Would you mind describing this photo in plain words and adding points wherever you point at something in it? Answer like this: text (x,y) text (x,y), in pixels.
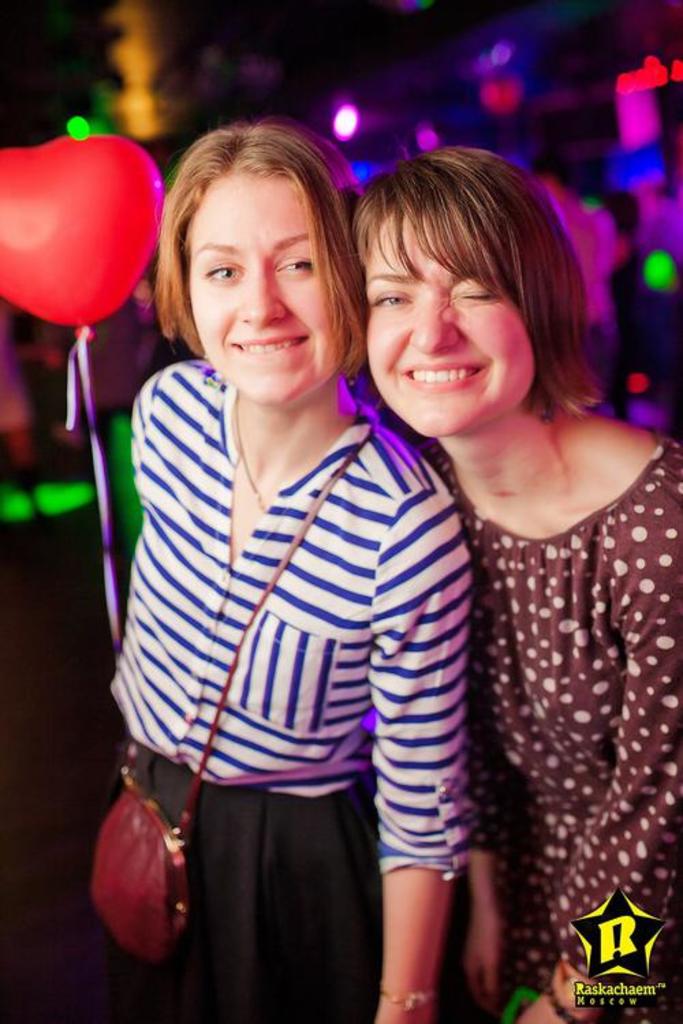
In this image we can see women (391,566) standing on the ground (14,799) and a balloon (77,233).
